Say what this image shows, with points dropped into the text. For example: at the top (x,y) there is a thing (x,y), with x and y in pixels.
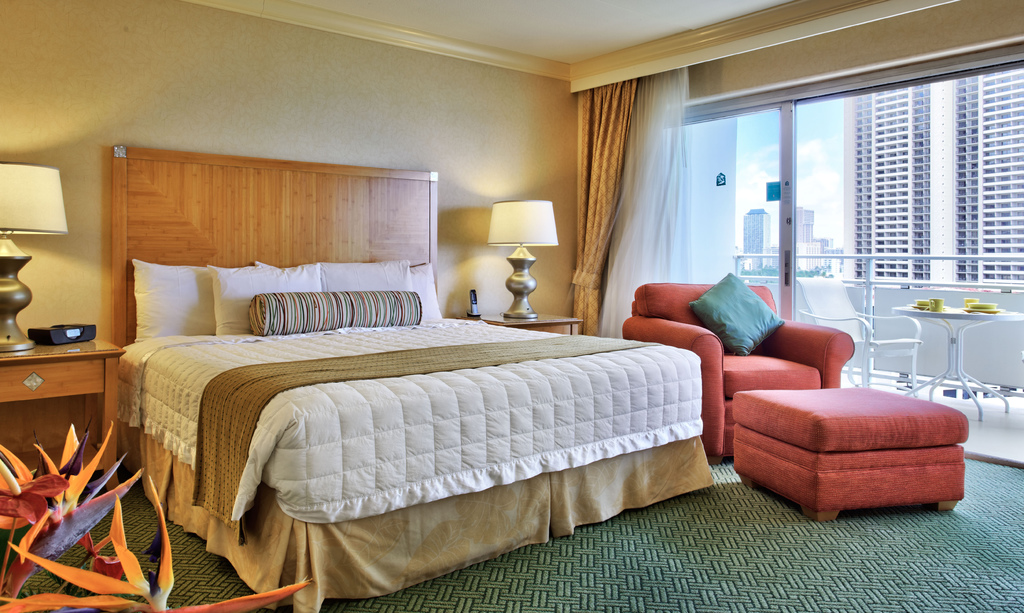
In this image I can see a bed (653,364), sofa (676,328) and two lamps (53,234) and a flower (116,496). Here I can see number of buildings (933,220) and a clear view of sky (769,140). I can also see curtains (613,172) over here.
